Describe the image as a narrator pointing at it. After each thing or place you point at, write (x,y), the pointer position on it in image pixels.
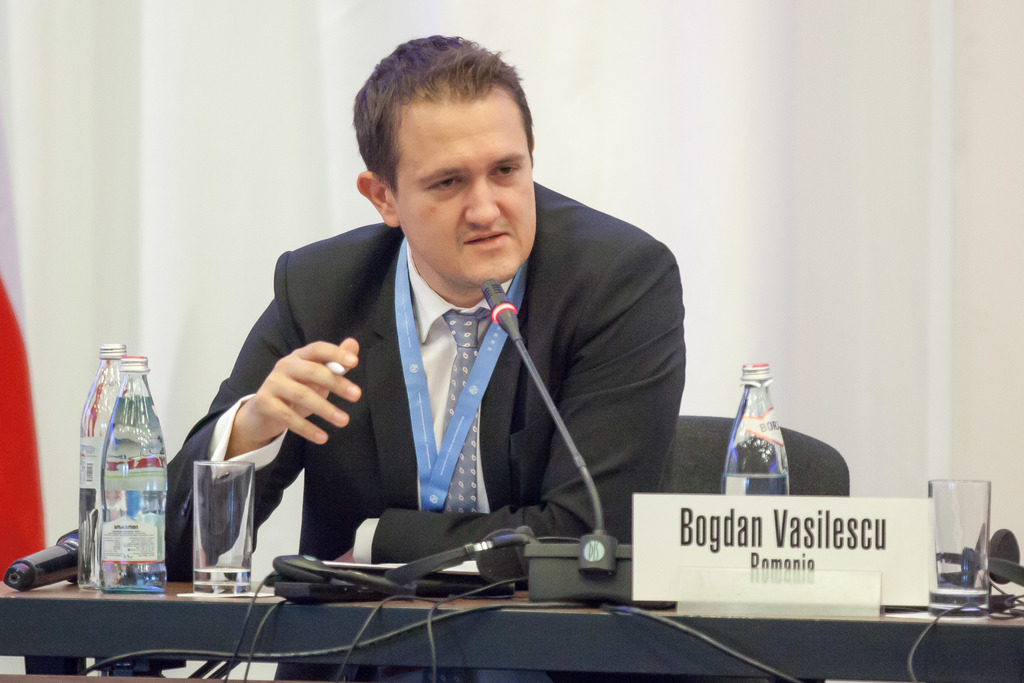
In this image I can see a person (433,151) sitting and talking in mike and I can see some objects (208,596) kept on a table (916,634) along with a name plate (873,615).
